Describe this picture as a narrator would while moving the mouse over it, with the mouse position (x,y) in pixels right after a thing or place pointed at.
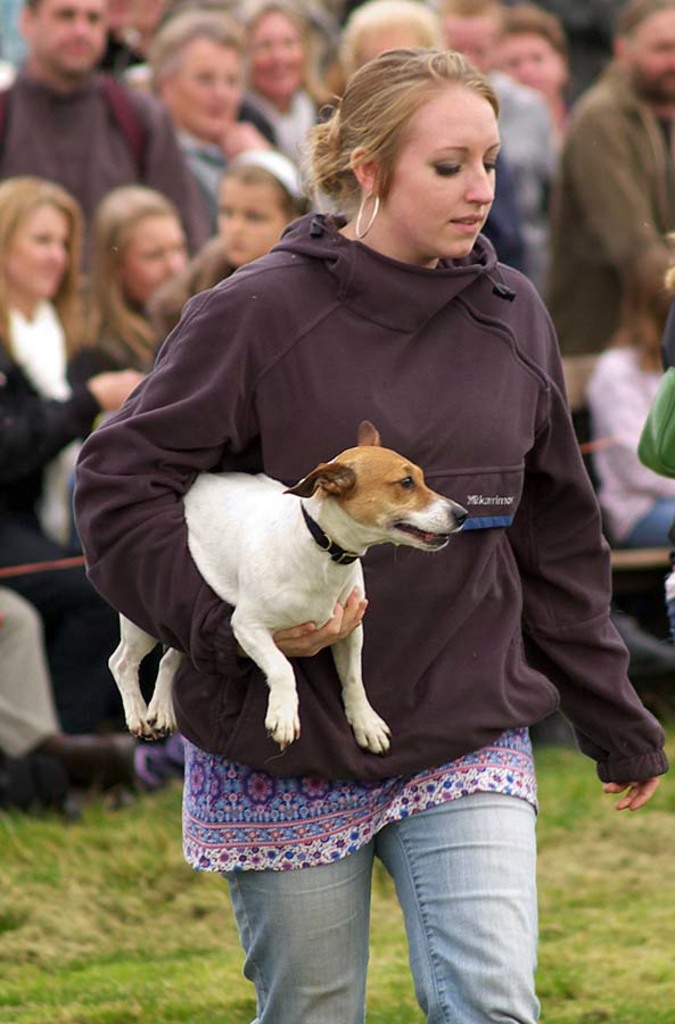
In this picture a lady (415,222) is holding a dog (276,573) with one of her hands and in the background (191,214) we observe many people (142,236) are standing and few of them (630,395) are sitting. The picture is clicked outside. The floor (588,865) is filled with grass (411,992).
